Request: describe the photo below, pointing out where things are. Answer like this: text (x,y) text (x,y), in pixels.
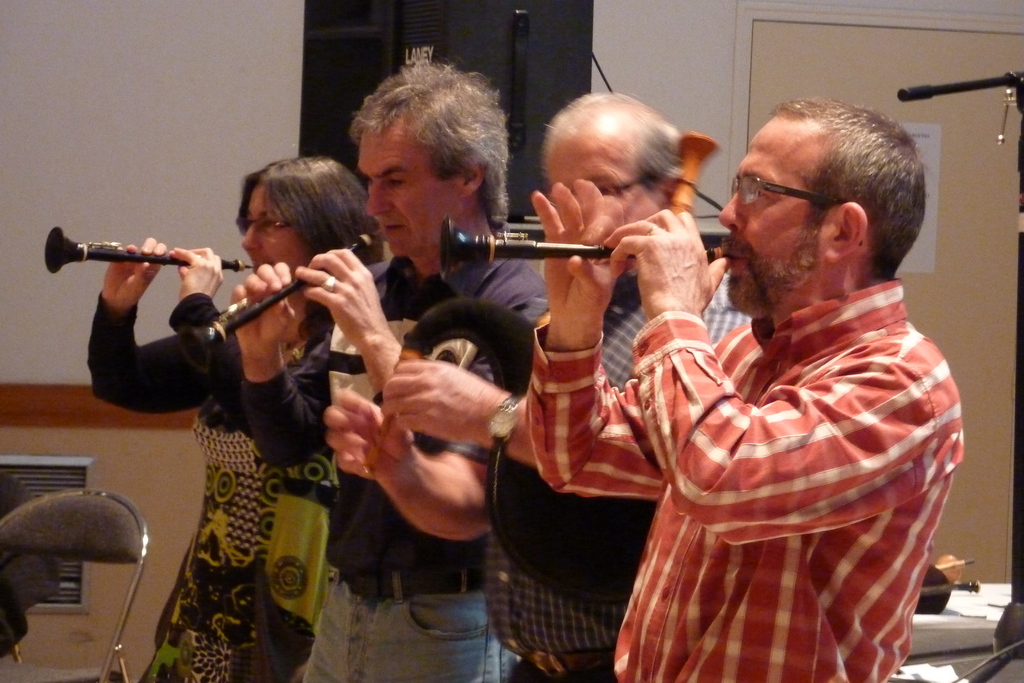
In this image I can see four persons (761,445) are playing the clarinets (491,243). On the right side (946,120) it looks like a door (998,64), on the left side (7,532) there is the chair (33,532).
